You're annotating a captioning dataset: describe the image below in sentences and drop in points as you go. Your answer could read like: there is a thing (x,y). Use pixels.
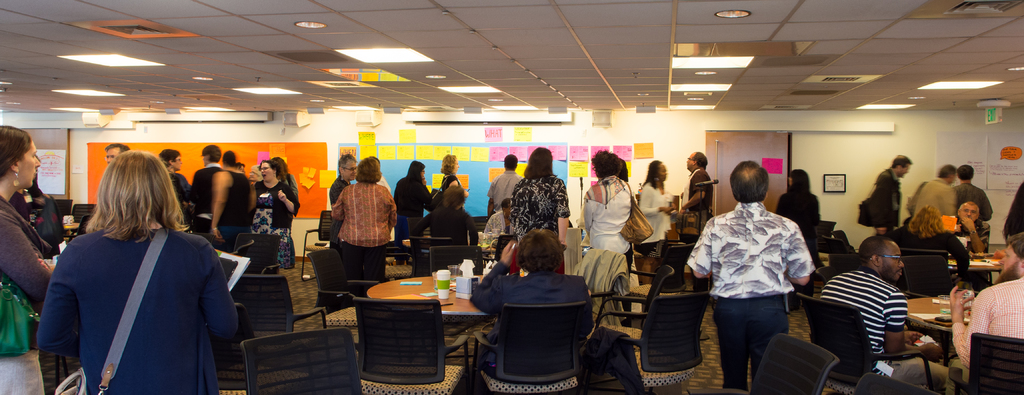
In the image there are group people (132,189), few people (146,183) are standing and few people (545,236) are sitting on chair (440,253) in front of a table (420,288). On table (432,291) we can see a glass mobile (947,320) and a paper (934,317). In background (752,152) there is a door (766,153) which is closed, charts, papers (476,159) and a wall (862,151) which is in white color. On top (551,34) there is a roof (561,47) with few lights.
